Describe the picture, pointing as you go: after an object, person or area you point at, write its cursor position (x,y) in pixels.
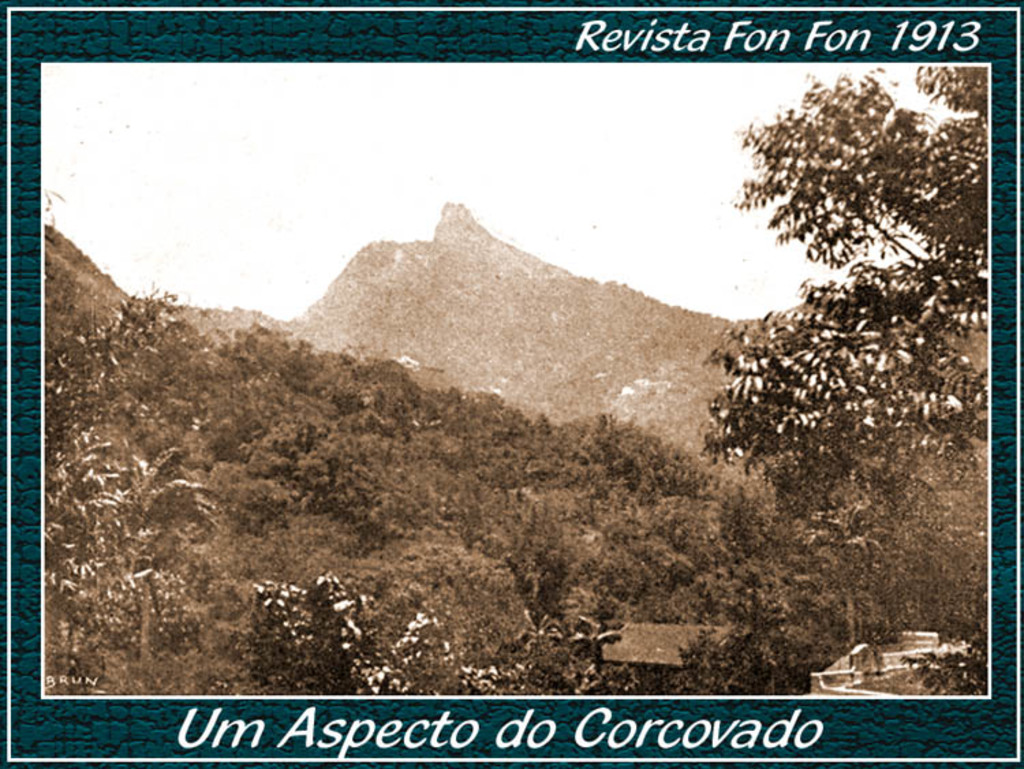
In this image I can see number of trees (368,414). On the top right side (832,43) and on the bottom side of this image (808,743) I can see something is written. I can also see this image is little bit brown in colour.
